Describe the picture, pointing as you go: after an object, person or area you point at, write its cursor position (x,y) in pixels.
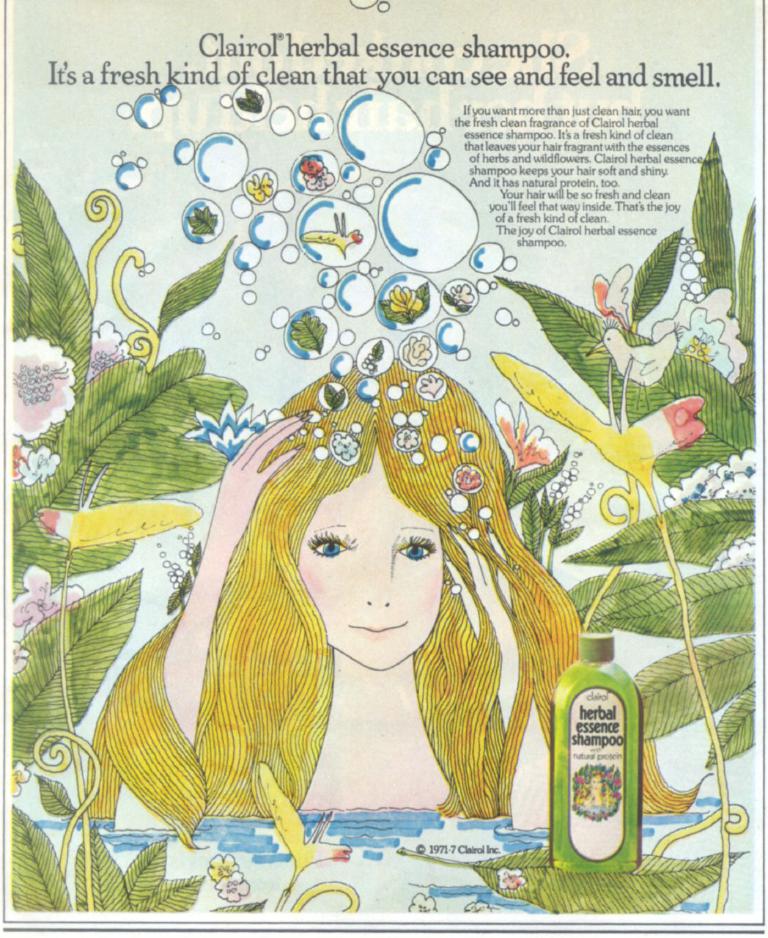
In this image there is an article (535,497) about the shampoo (567,748). In the middle (502,608) there is a girl (382,635) who kept her hand (308,415) on her hair (319,483). There are plants (110,379) around her. At the top (364,270) there are bubbles (359,303). At the bottom (600,780) there is a shampoo bottle (609,749). On the right side (635,160) top there is some text (562,129).
